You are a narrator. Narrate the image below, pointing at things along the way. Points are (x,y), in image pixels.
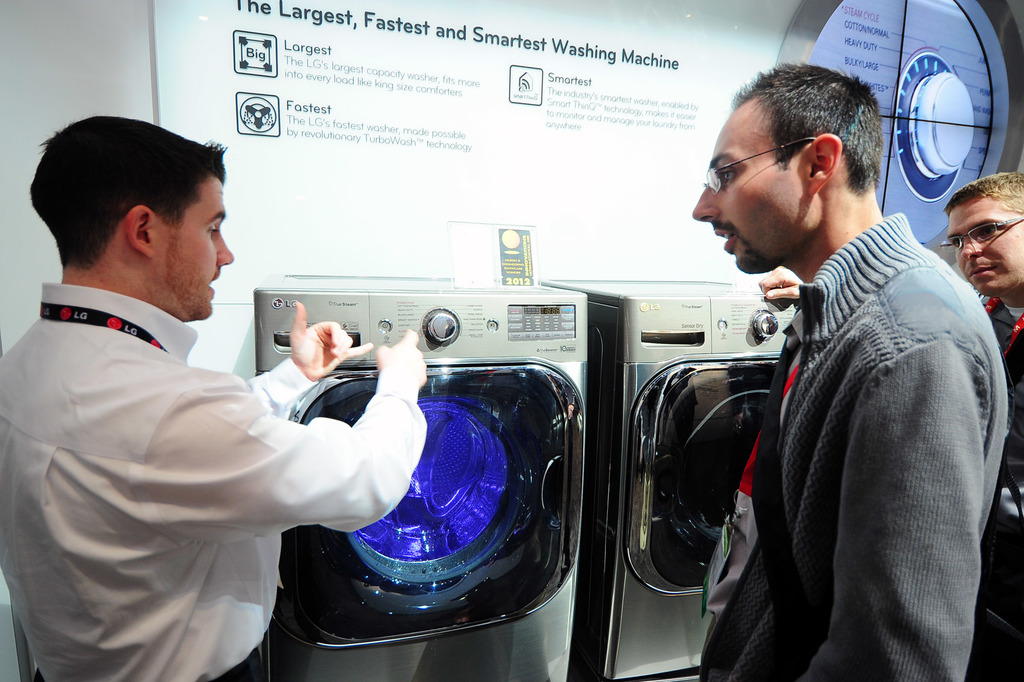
In this image we can see there are persons (951,276) standing. At the back (623,431) there is a washing machine (582,442). And there is a wall (334,62), to the wall (589,213) there is a screen (913,56) with text (840,24) and logo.
